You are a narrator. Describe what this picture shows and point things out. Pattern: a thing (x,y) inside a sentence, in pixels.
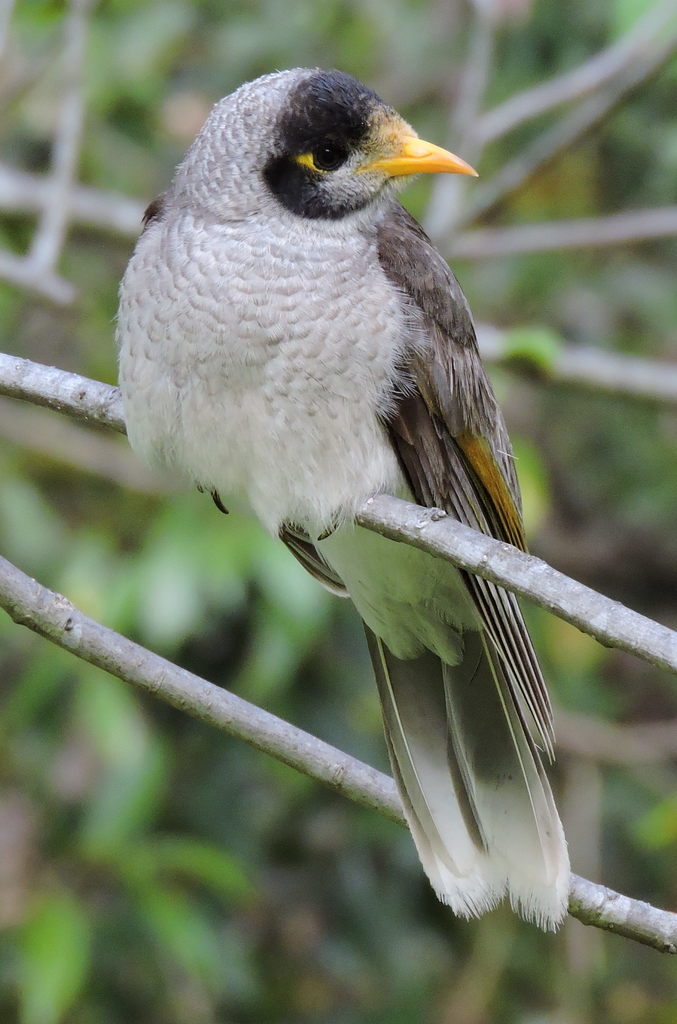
In this picture, there is a bird (419,489) standing on a tree (523,560). It is in white and brown in color. In the background (55,244), there are trees (86,789).
